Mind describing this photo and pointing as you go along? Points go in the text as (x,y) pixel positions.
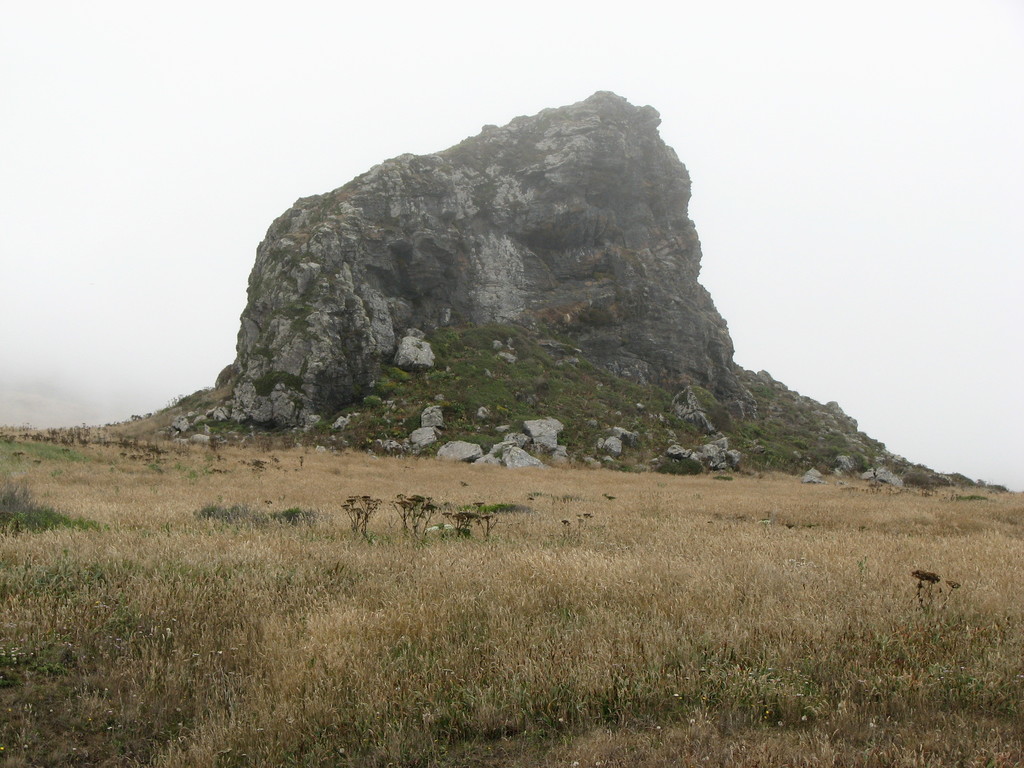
In this image there is grass (376,577), plants (483,340), hill (463,343), and in the background (42,207) there is sky (937,415).
